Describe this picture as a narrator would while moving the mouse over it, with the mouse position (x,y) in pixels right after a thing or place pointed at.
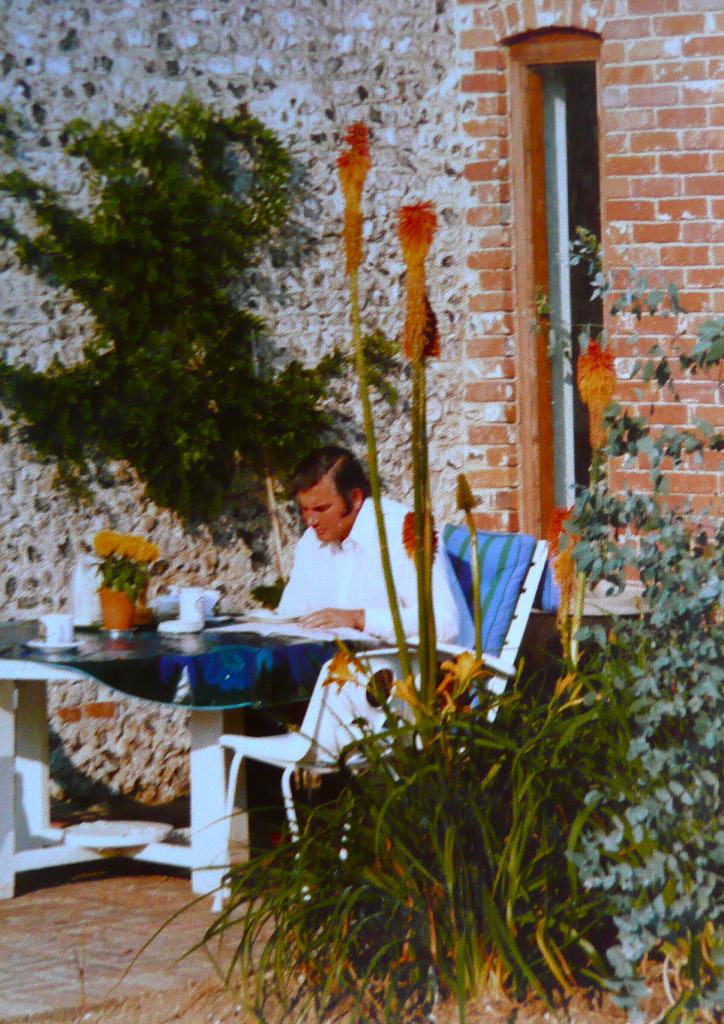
Man (341,559) in white shirt (340,601) is sitting on chair (331,694). In front of him, we see a table (70,656) on which cup (46,632), saucer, flower pot (112,625), glass (174,646) and book (296,615) are placed. Behind him, we see a wall (340,149) which is made of brick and we even see plants (153,294) and tree (261,430).
